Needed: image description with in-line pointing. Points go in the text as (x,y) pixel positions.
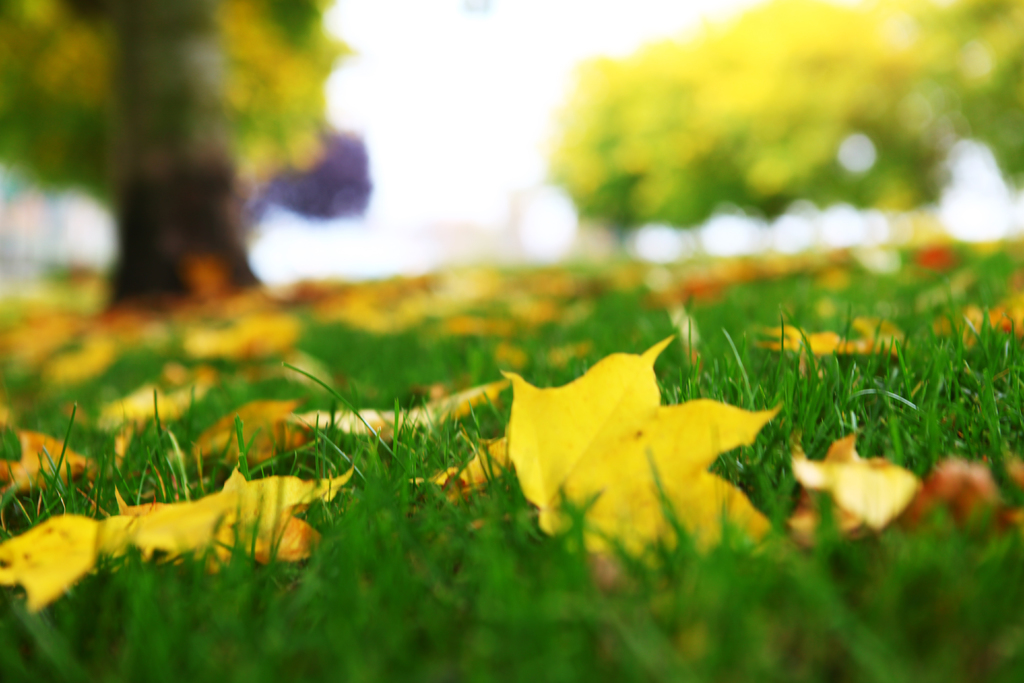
In this picture in the front (413,543) there is grass (571,616) on the ground (436,609) and there are leaves (639,447) on the grass (415,427) and the background (970,110) is blurry.
